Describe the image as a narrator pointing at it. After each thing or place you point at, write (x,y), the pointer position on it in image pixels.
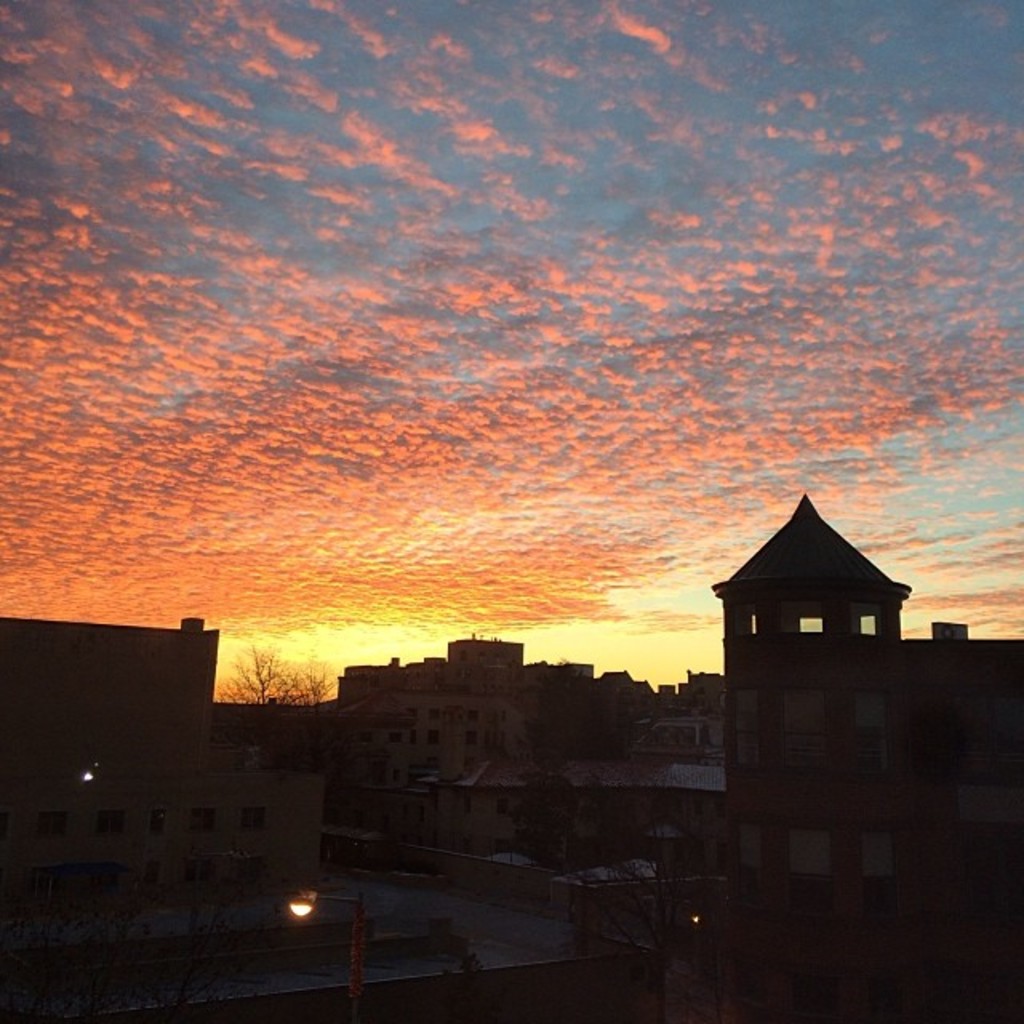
This picture is taken from outside of the city (263,742). In this image, we can see some buildings (839,978), street lights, houses (33,810), trees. At the top (547,219), we can see a sky (492,333) which is a bit cloudy and the sky (272,398) is in orange and blue color, at the bottom (799,912), we can see black color.
